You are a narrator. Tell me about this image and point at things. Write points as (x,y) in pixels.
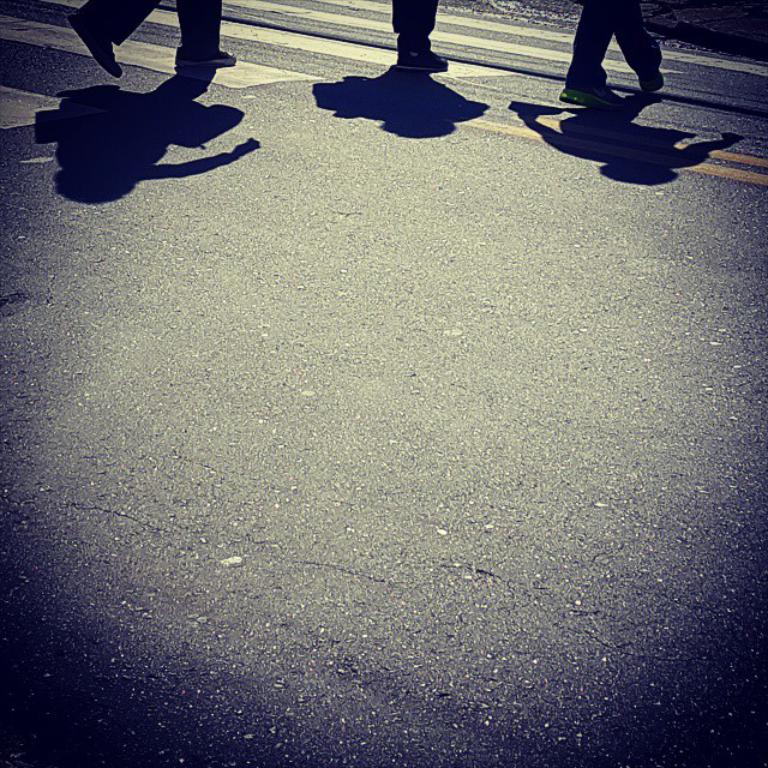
Here we can see legs (606,75) and shadows (60,124) of three persons (622,0). This is a road (584,486).
